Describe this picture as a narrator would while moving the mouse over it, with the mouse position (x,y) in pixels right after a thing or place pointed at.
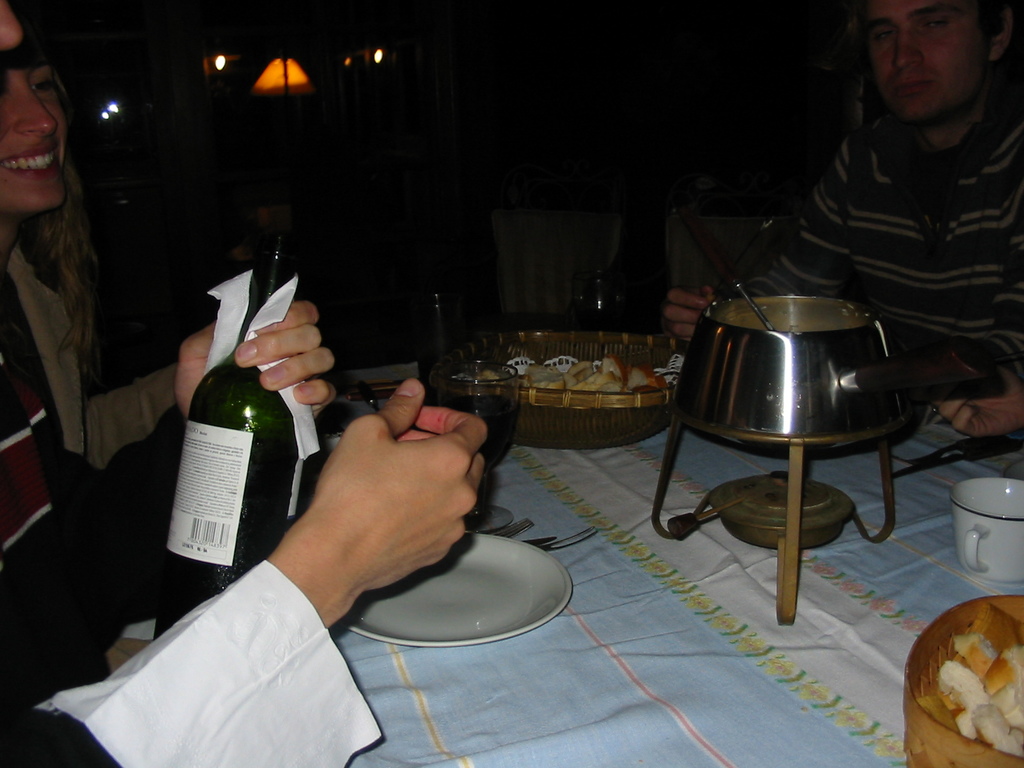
In this image we can see three persons (188,341) sitting in front of the table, among them, two are holding the objects (230,408), on the table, we can see the glasses (509,432), cup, plate (416,636) and some other objects (500,359), also we can see the background (481,113) is dark.
